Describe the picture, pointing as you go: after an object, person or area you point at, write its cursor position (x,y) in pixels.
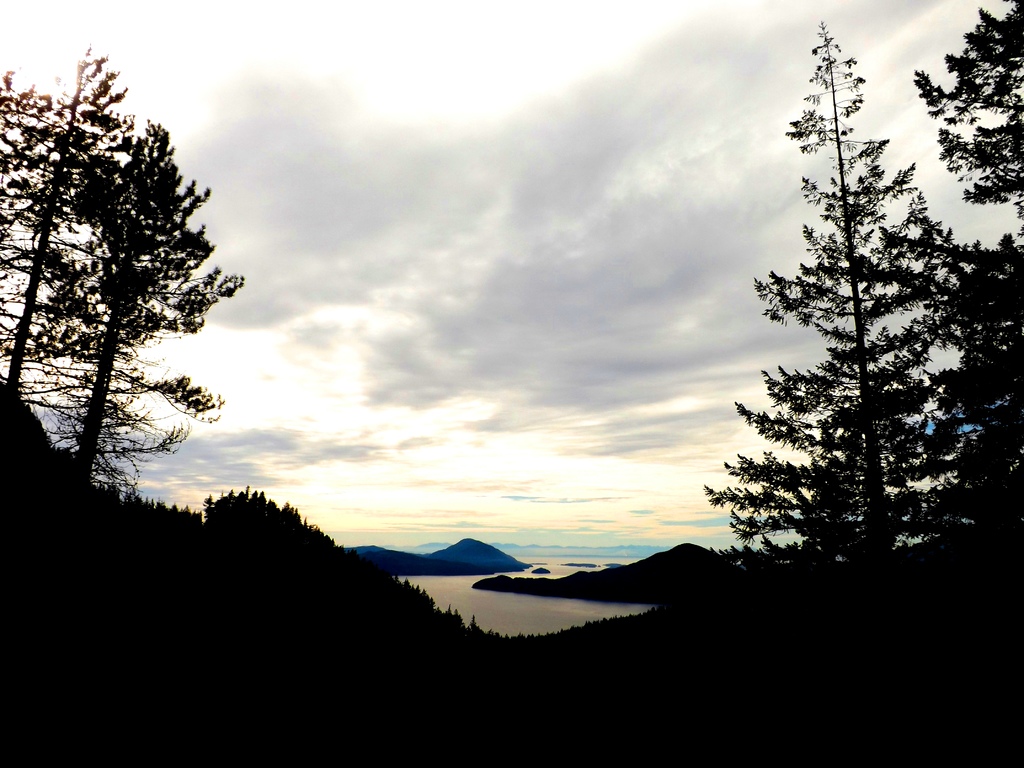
In this picture I can see many trees (586,665) and mountains (94,528). In the center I can see the river (524,574). At the top (385,156) I can see the sky (611,125) and clouds (581,113).
